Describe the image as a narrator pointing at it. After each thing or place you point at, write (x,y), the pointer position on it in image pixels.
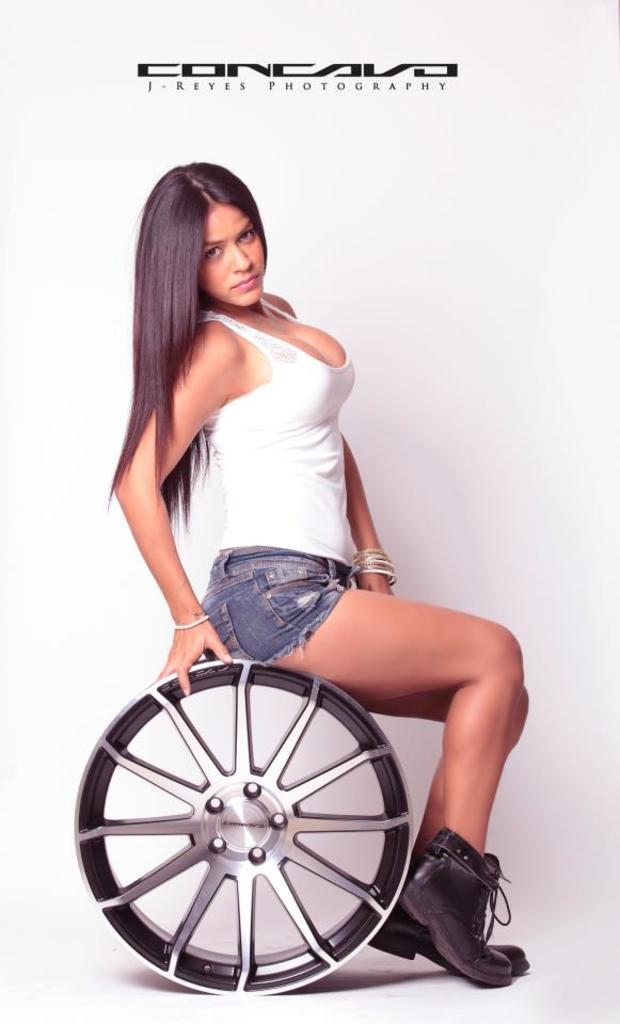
In this image a woman (256,561) is sitting on a wheel (292,824) facing towards the right side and giving pose for the picture. The background (417,254) is in white color. At the top of the image (263,81) there is some edited text (266,79).
